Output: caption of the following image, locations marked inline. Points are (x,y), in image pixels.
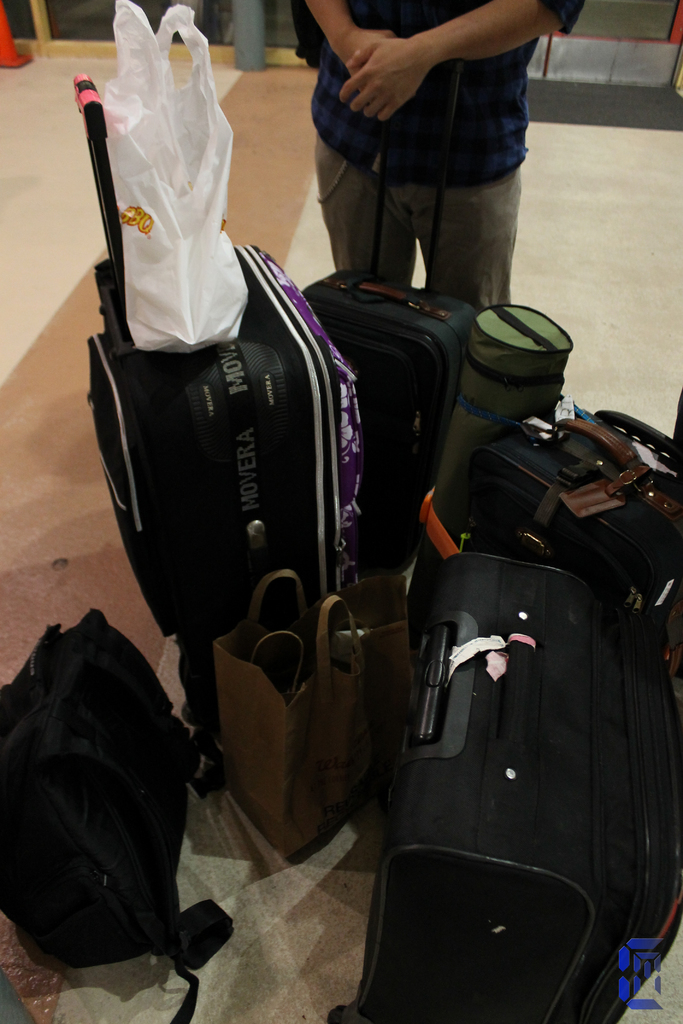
There are some bags (510,698) on the ground (365,896) and a person (433,160) standing and holding a bag (387,176) and in the background (610,76) there is a wall (580,79) and there is a pipe (243,40) which is in gray color.
